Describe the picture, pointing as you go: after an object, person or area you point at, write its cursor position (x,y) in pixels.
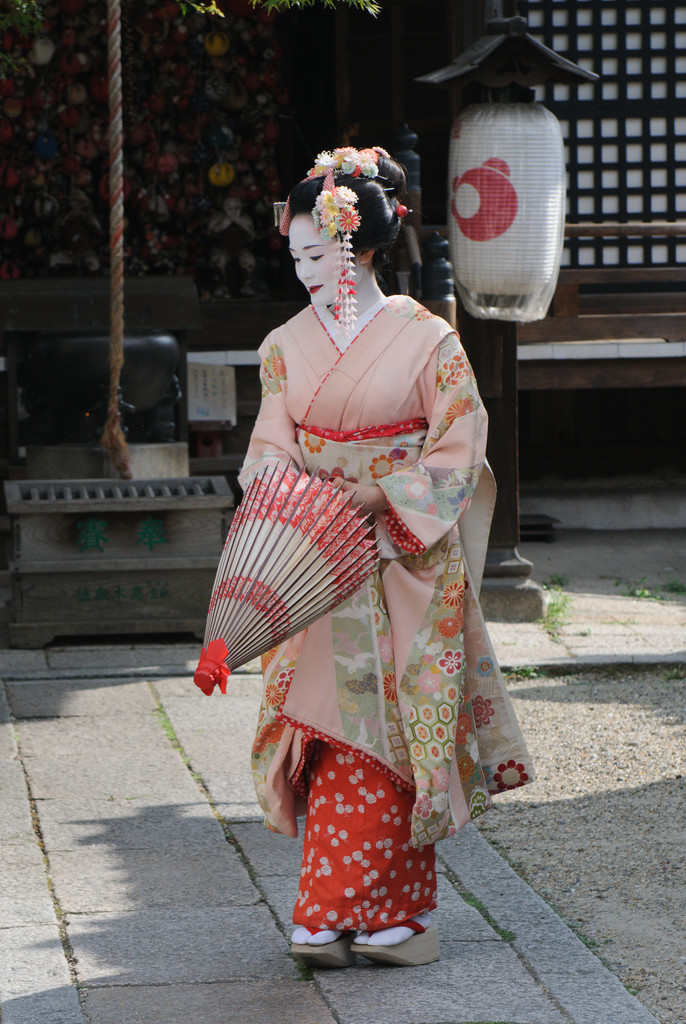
In the center of the image (340,351) there is a woman (363,707) standing on the floor (370,966) holding a umbrella (284,618). In the background (416,111) we can see light (510,108), rope (119,202), window (569,119) and wall (405,87).
